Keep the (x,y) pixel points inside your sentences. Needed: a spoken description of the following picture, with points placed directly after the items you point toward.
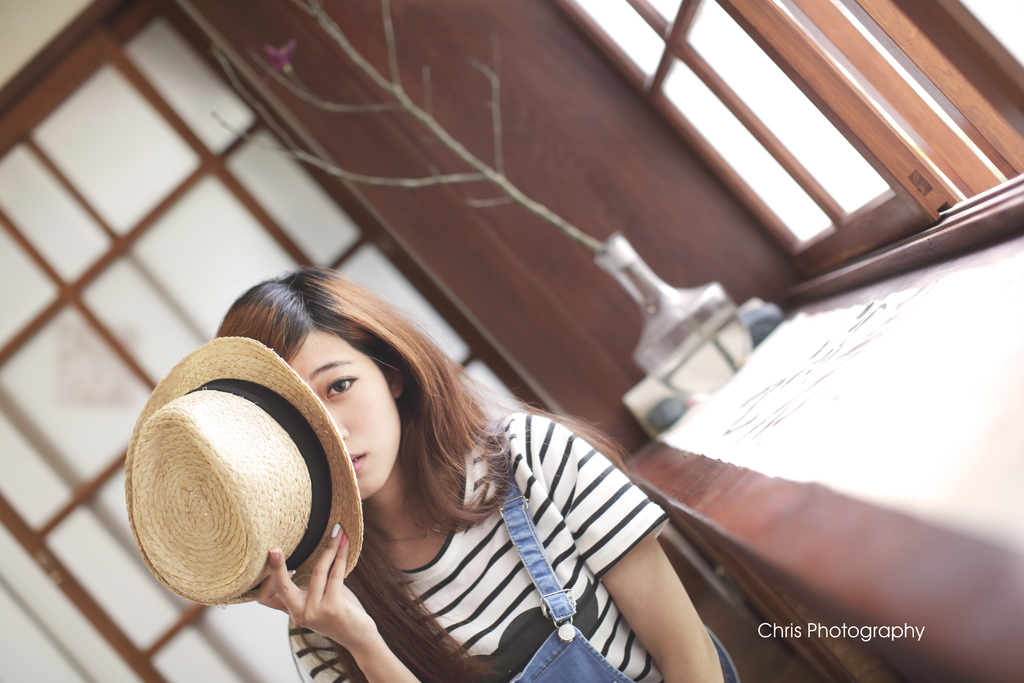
In this picture, we see a woman (438,422) is holding a hat (245,502) in her hands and she is posing for the photo. Beside her, we see a table (950,564) on which a flower pot (692,342), white color cloth (858,430) and the grey color objects (678,417) are placed. Beside that, we see a window (829,148). In the background (362,140), we see a brown wall (371,200) and a window (37,308).
